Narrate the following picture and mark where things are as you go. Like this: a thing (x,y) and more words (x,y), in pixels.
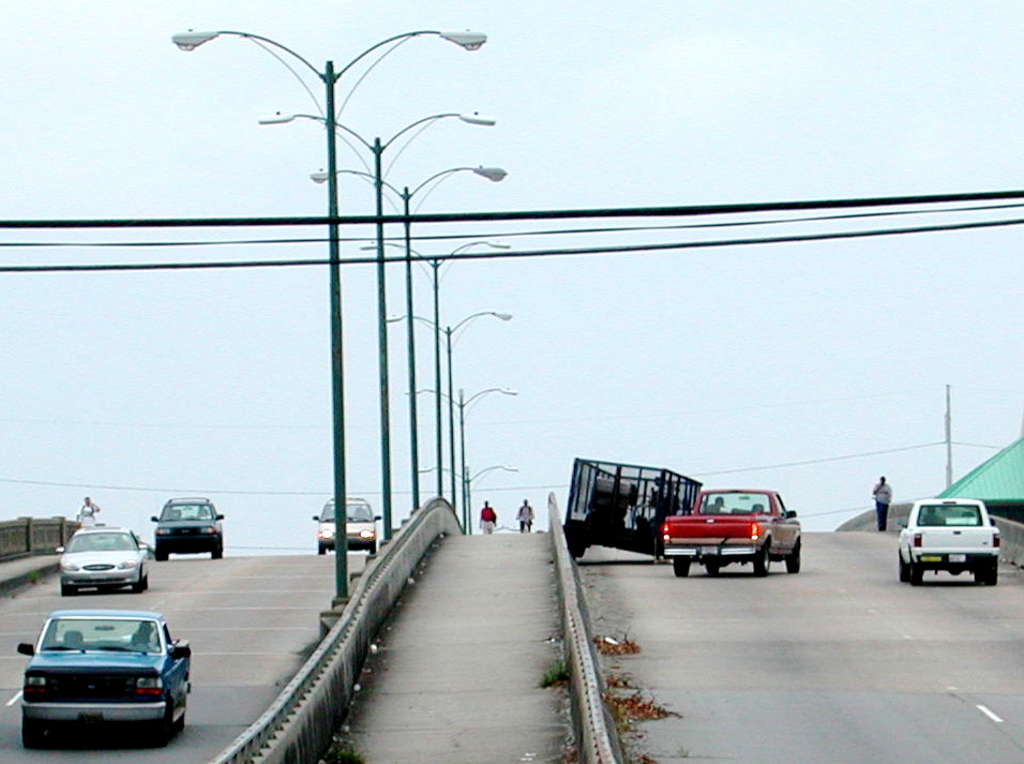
In this image I can see roads (688,659) and on it I can see few vehicles (92,636) and few people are standing. I can also see wires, number of poles (413,419), number of street lights (463,495) and here I can see grass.
